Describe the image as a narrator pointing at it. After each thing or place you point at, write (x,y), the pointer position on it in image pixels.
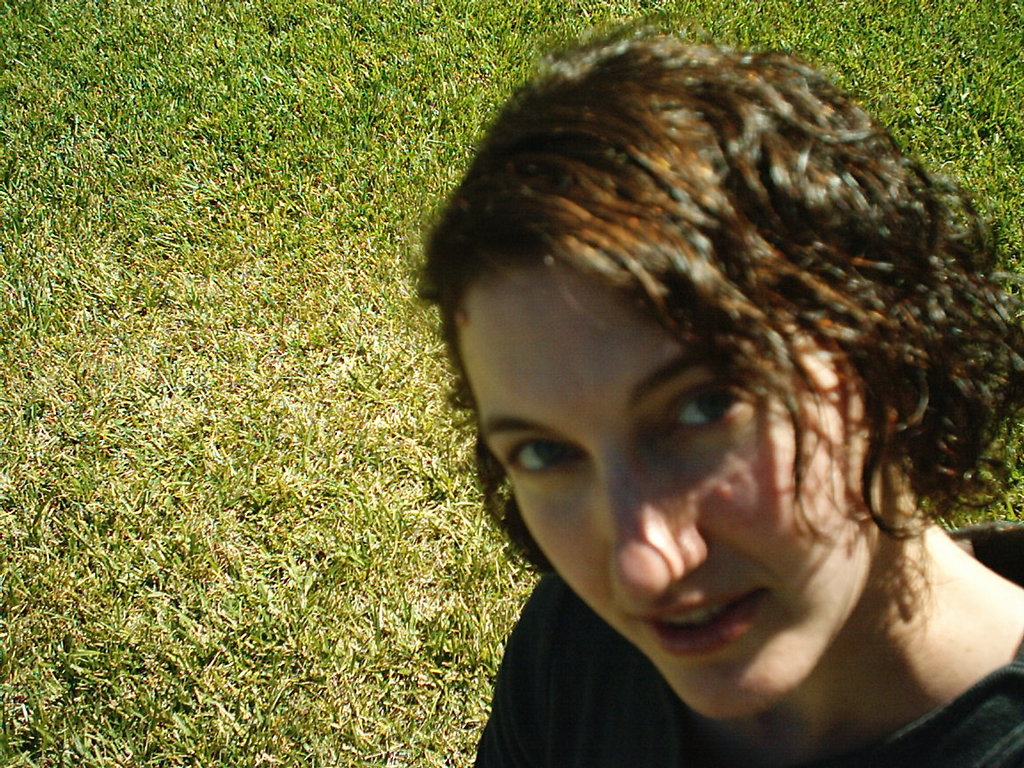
In this image, on the right (833,387) there is a woman (775,482). In the background (308,229) there is grass (325,321).
